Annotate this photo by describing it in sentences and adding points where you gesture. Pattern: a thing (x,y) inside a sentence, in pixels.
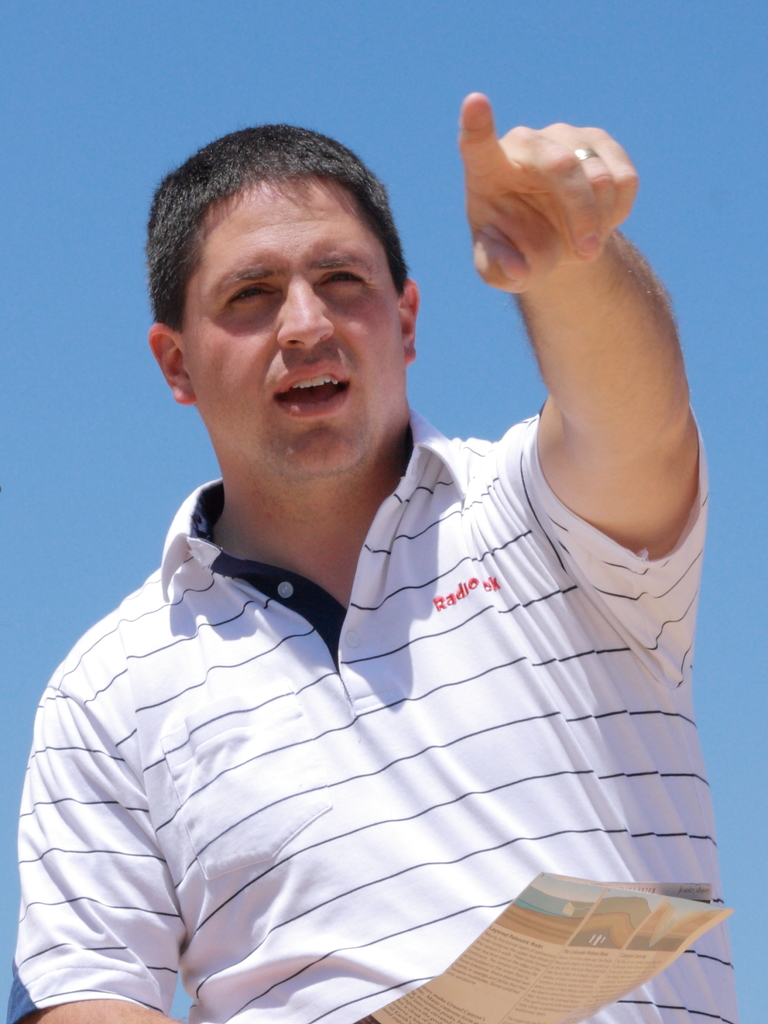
In this picture, we see the man (357,653) in the white T-shirt (385,785) is standing. He is holding the paper (530,886) in his hand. He is trying to talk something and he is pointing his finger (548,202) towards something. In the background (423,126), we see the sky (138,329), which is blue in color.
